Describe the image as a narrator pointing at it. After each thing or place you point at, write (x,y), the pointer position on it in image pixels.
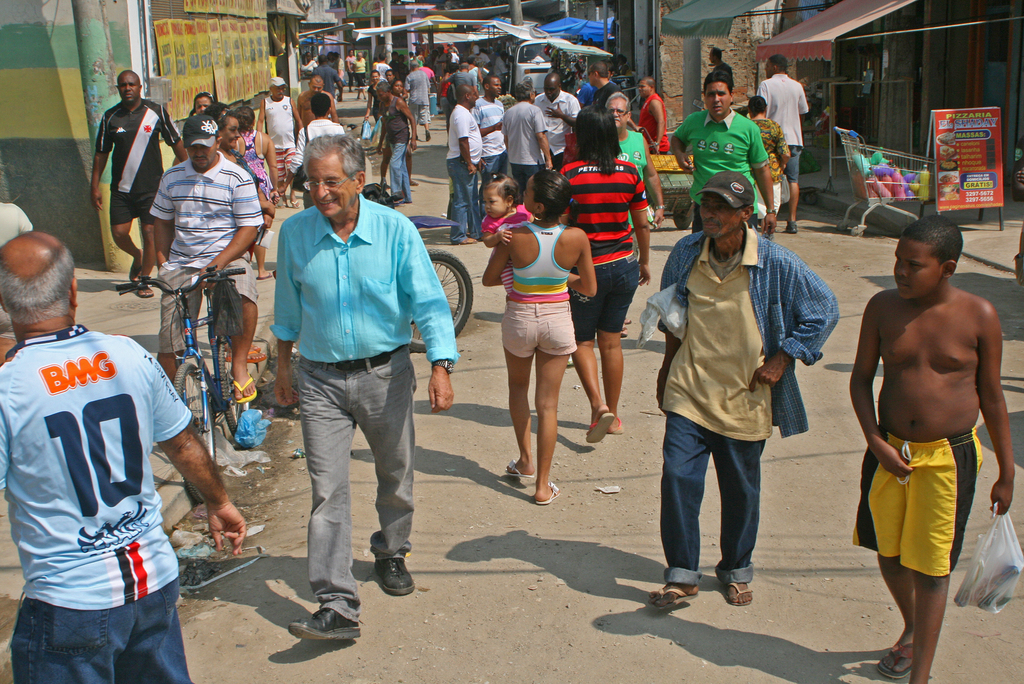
In the picture we can see a many people (719,111) are walking on the road (857,638) and some are standing and talking to each other and on the either sides of the road (842,638) we can see shops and in the background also we can see some shops (428,49) and poles (294,77) near it.
